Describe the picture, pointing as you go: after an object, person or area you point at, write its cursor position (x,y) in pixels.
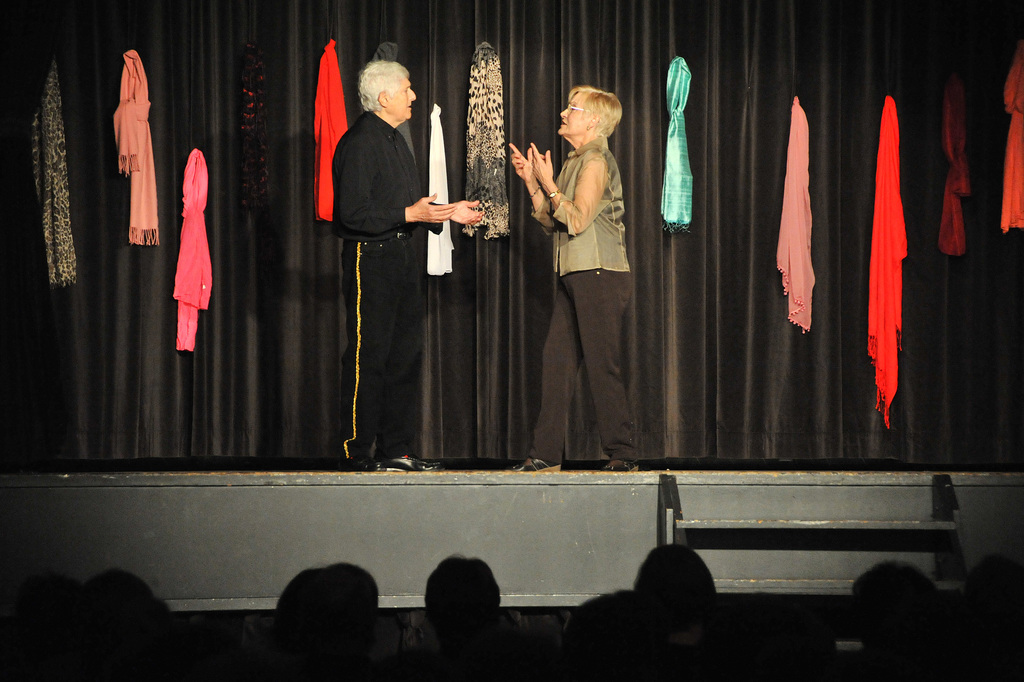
There is a man (404,240) and a woman (595,164) on a stage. In the back (313,86) there is black curtain (606,60). On that there are different colored shawls (944,227). Near to the stage (961,510) there are steps (761,551). At the bottom (299,600) there are many people (694,611).
